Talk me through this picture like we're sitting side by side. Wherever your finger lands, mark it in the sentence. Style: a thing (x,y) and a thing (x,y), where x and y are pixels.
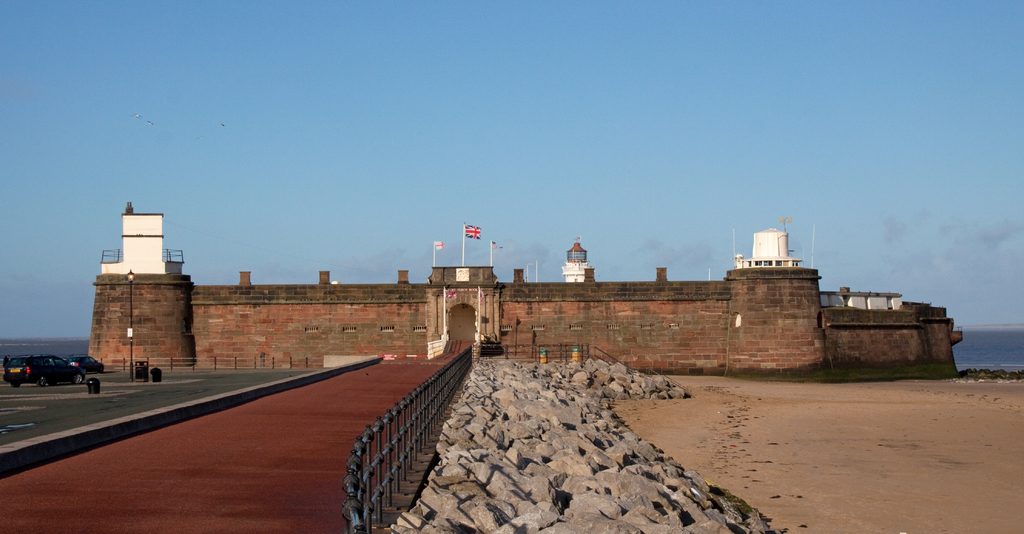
In this image there are flags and small booths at the top of the fort (671,304), there are stones (587,527), sand (890,444), water (23,347), a light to one of the poles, vehicles (74,363), birds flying in the air (317,184) and the sky (153,137).
